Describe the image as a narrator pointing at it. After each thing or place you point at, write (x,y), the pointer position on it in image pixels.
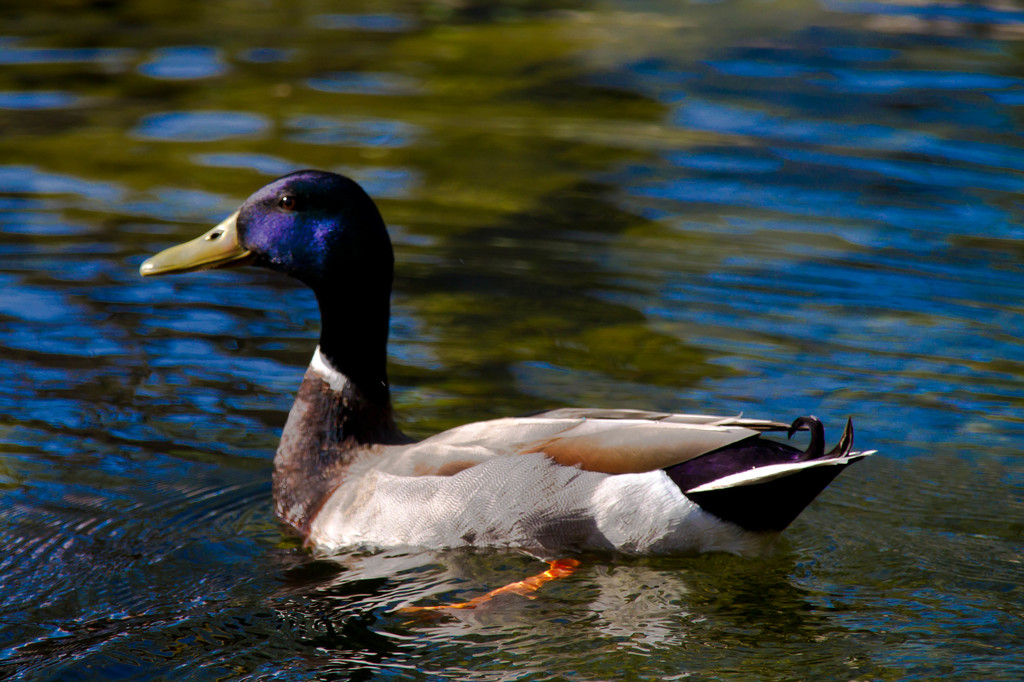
In this picture I can observe a duck (355,472) swimming in the water (427,426). This duck (367,374) is in black and white color. In the background (689,279) I can observe water (495,143).
